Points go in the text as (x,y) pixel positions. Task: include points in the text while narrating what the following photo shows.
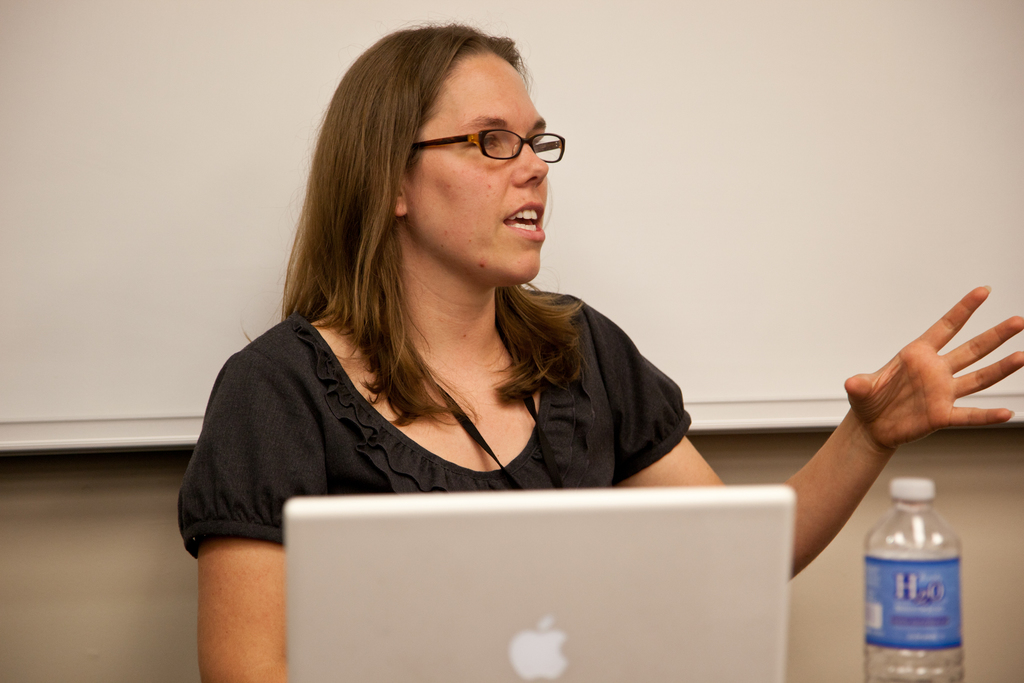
In the picture there is a woman (207,452), in front of the woman (267,469) there is a laptop (316,520) and a bottle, behind the woman (509,228) there may be a white board (911,228) on the wall (153,503).
